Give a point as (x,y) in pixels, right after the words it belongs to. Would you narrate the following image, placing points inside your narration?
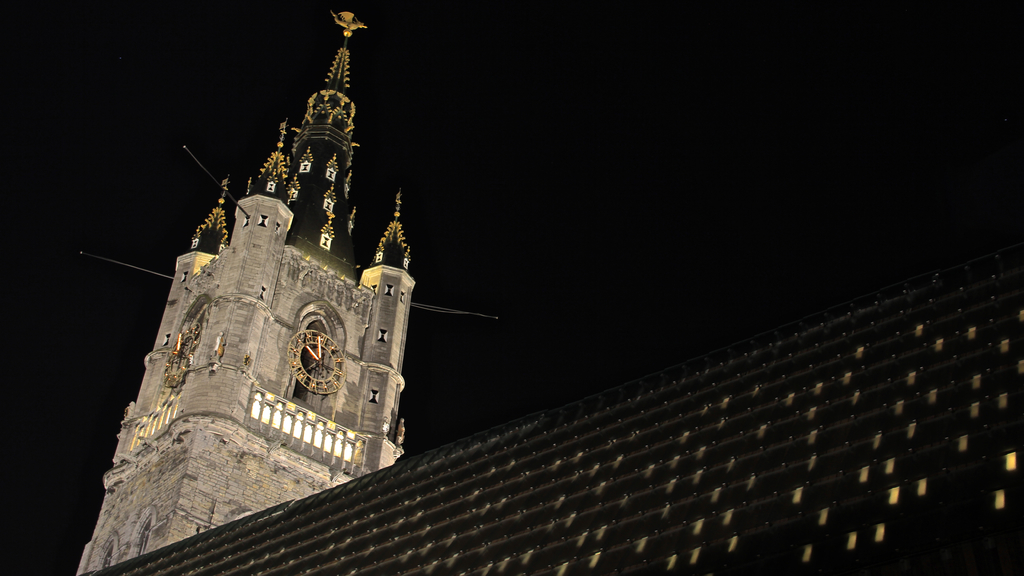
This picture is clicked outside. On the left (316,246) we can see a spire (202,367) and we can see the clock (319,346) hanging on the wall (343,294) of a spire (303,244). On the right (917,493) we can see an object (814,417) seems to be the building (870,501) and we can see the lights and the sky (830,75).
